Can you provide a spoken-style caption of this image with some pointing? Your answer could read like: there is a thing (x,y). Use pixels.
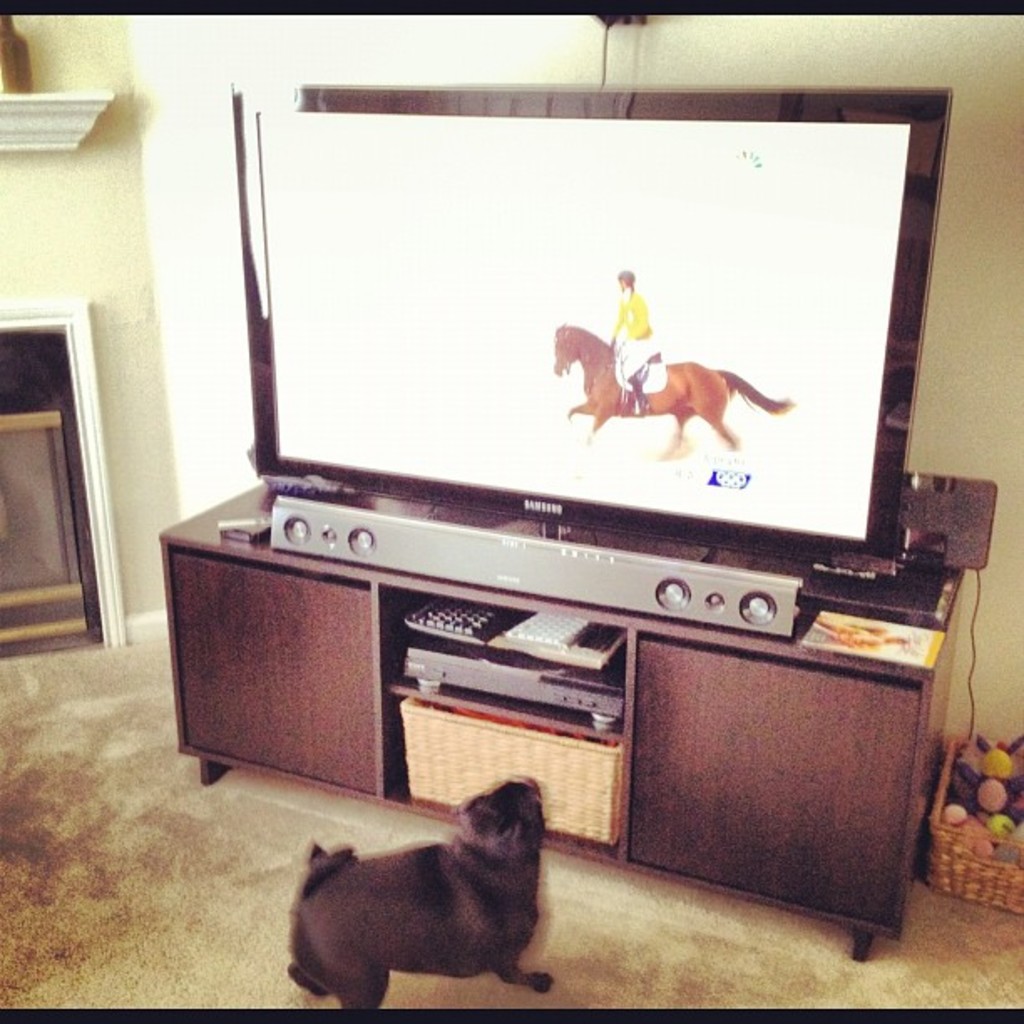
This image is taken inside a room (848,426). In the middle of the image (360,343) there is a table (648,791) with few things (567,735) in it and on top of that there is a television (405,278). In the right side of the image (939,805) there is a basket (940,874) with few toys (983,798) in it. At the top of the image (154,149) there is a wall (224,91). At the bottom of the image (121,861) there is a floor (106,884) with mat (196,936) and on top of it there is a dog (526,944).
